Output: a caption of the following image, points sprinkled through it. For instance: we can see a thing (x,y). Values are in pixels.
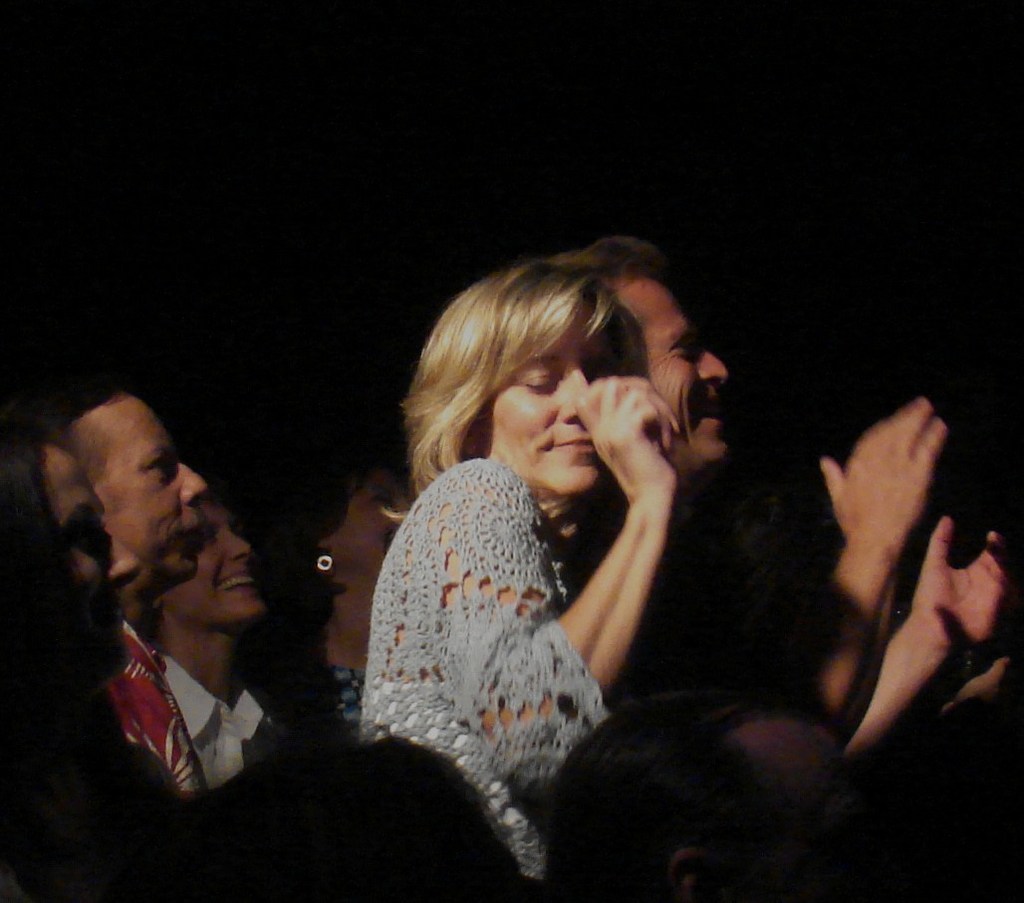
In the image in the center (529,402), we can see a few people (460,337) are standing and they are smiling, which we can see on their faces (526,471).
